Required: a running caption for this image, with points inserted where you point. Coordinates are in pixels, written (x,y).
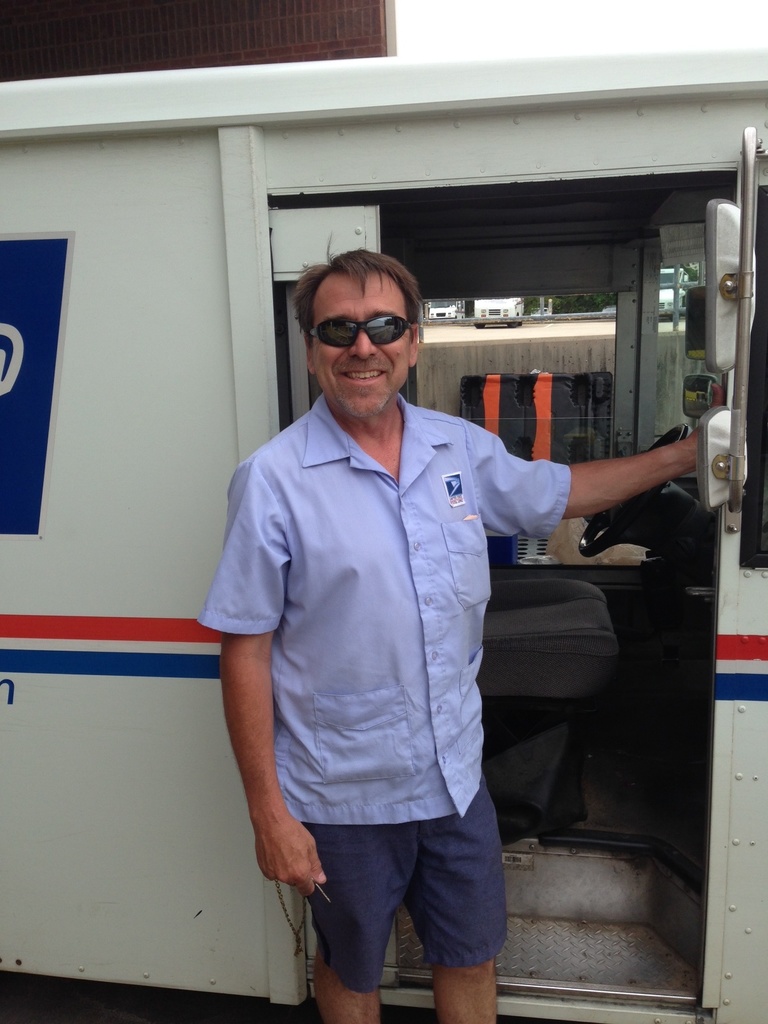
In the middle of this image (349,667), we can see there is a person (381,505) in a blue color shirt (381,548), smiling and holding a door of a vehicle (187,218). In the background (498,320), there are vehicles (478,302) and other objects (577,309).
